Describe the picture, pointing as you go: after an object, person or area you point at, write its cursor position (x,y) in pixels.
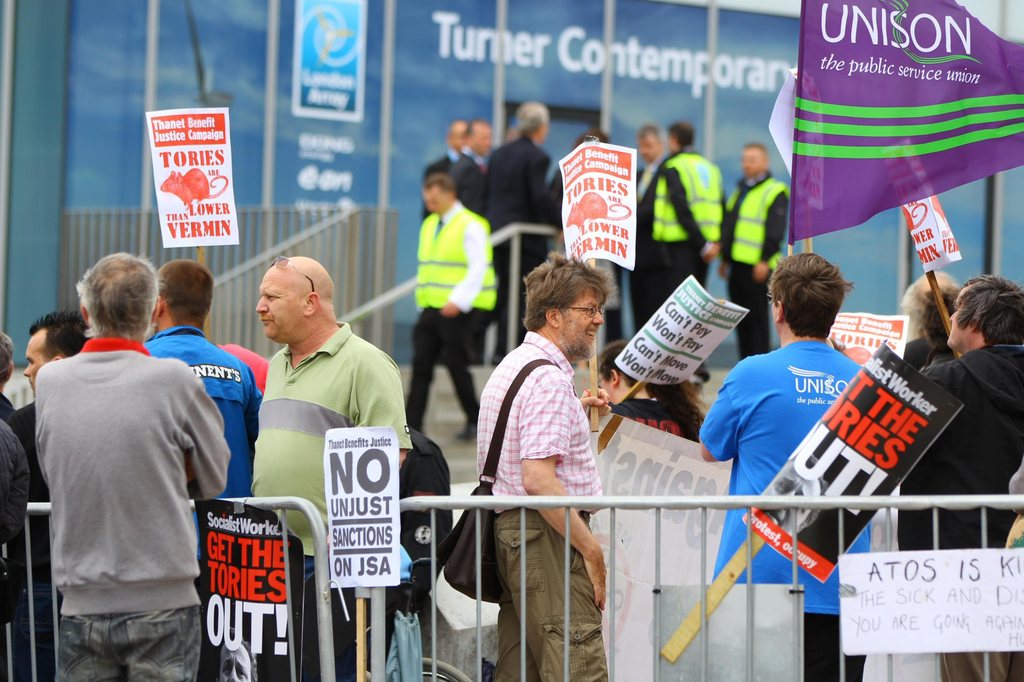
In the center of the image (572,304) we can see people (970,522) standing and holding boards (646,357). At the bottom (295,676) we can see a fence (702,583). In the background (328,170) there is a board (313,163), flags (889,89), stairs (440,422) and people (442,194).
